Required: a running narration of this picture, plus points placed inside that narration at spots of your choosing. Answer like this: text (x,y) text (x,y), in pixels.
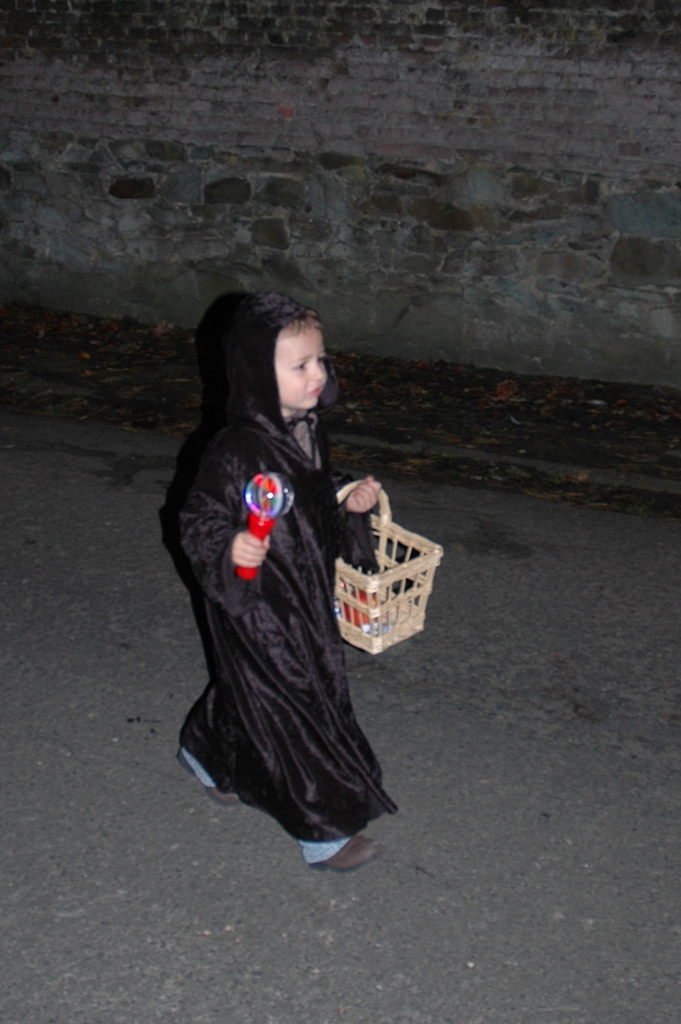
Here in this picture we can see a child (270,426) in a black colored dress (277,583) walking on the road (383,483) over there and she is holding a basket (394,537) in one hand (369,480) and a toy (287,507) in another hand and beside her we can see a wall (100,97) present over there.
